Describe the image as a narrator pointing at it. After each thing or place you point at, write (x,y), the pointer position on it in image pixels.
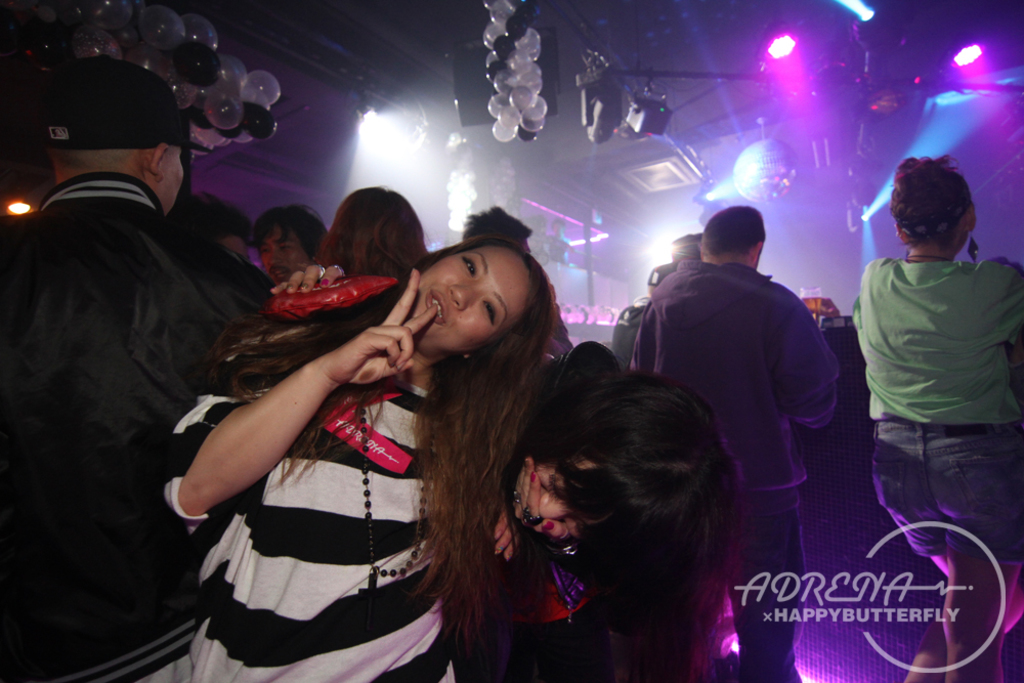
In this image there are groups of persons (324,376) standing, there is a person (921,398) truncated towards the right of the image (975,348), there is a person (114,375) truncated towards the left of the image (91,354), there are balloons (497,5), there are lights (785,42), there is the roof (717,50), there is an object (752,162) hangs from the roof (726,146), there is a glass (804,294), there is the drink (813,303) in the glass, there is text (844,597) towards the bottom of the image (874,601).
